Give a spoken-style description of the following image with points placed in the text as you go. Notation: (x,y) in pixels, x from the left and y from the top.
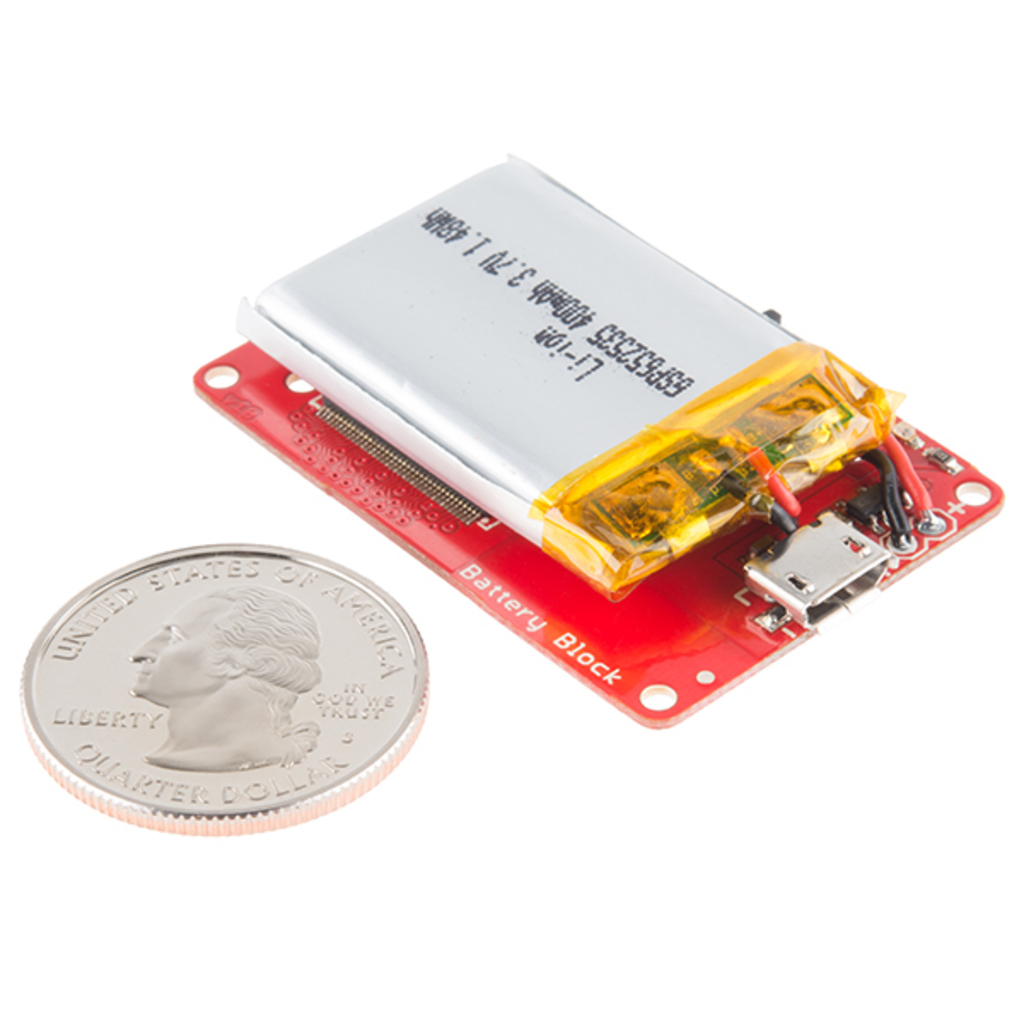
In this image we can see a liberty coin (166,709) and also the battery block object (565,438) and the background (994,112) is in white color.
